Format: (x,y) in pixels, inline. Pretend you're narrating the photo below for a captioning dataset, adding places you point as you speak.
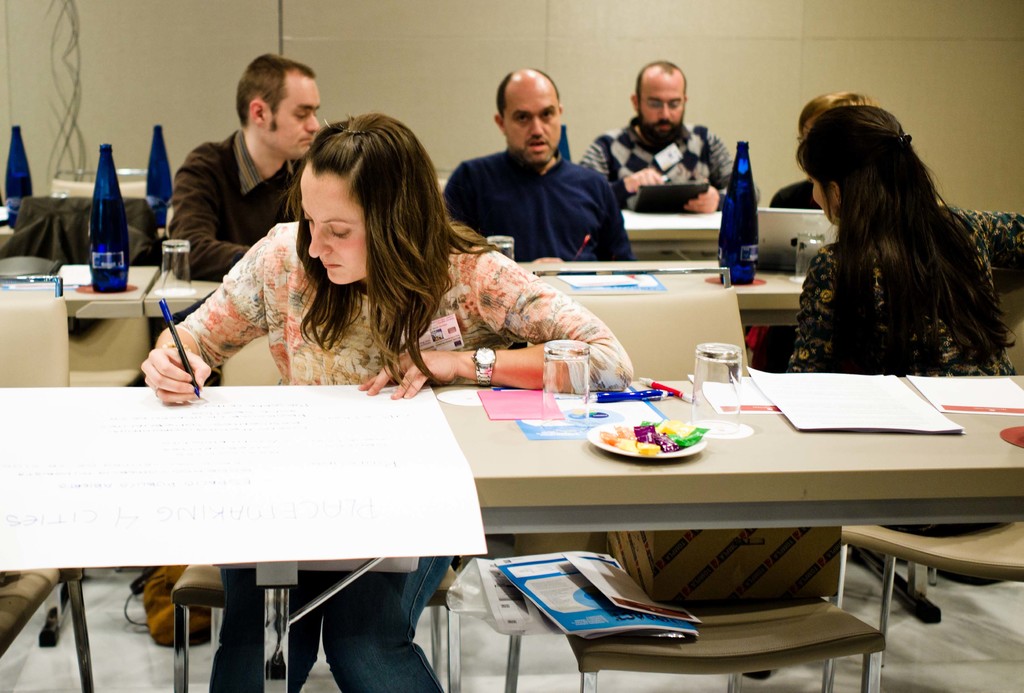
This image is taken in a classroom (719,557). The classroom (584,439) is filled with the tables (536,446) and chairs (627,317). There are 6 persons (517,236) in the room (785,63). The first person (426,152), she is wearing flowered pattern top (459,301), blue jeans (425,577) and a watch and she is writing on a chart (228,421) and a women (920,311) besides her she is sitting and staring at a man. she is facing towards him. To the left corner (97,197) there are some blue bottles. In the center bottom there are some files (663,610), a certain box (638,558) on the chair (732,641). On a table (786,460) there are some glasses (725,411), some pens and some candies (703,434) in a plate (602,446).
